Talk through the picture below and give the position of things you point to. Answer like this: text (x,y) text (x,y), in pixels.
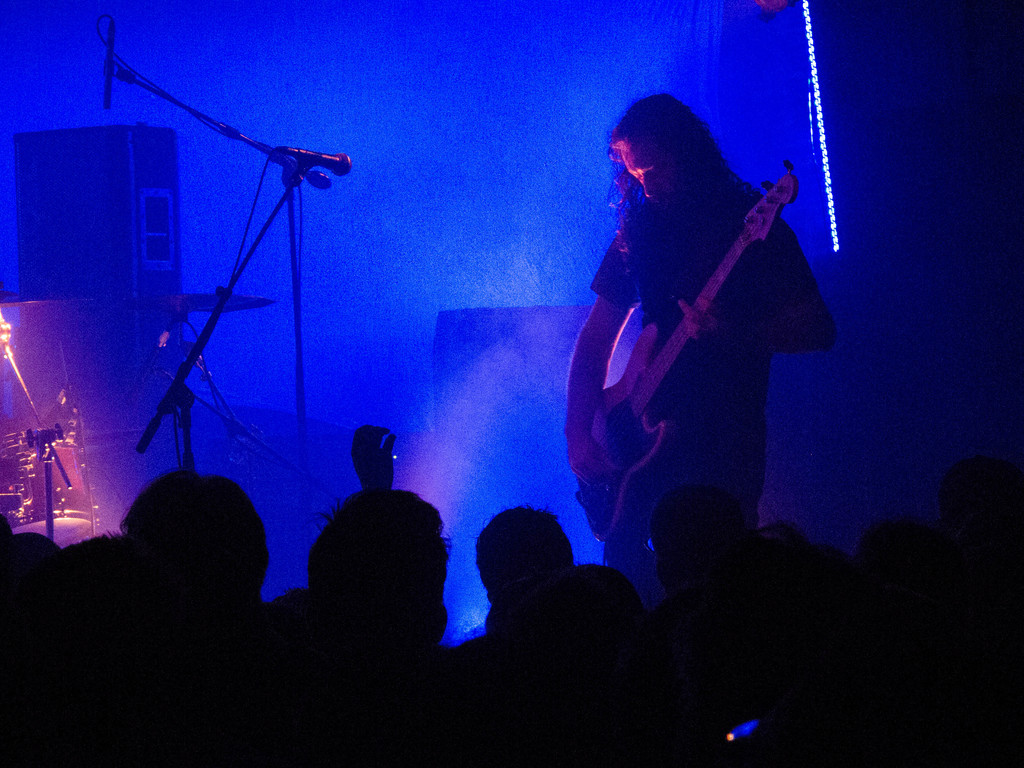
In this image we can see a man (709,225) playing the guitar (632,371). We can also see the mics (291,167) with the stands (48,440). We can also see the sound boxes (161,295) and also the light (827,145) and also the blue color focus light (475,209). At the bottom (426,565) we can see the people (527,636).
